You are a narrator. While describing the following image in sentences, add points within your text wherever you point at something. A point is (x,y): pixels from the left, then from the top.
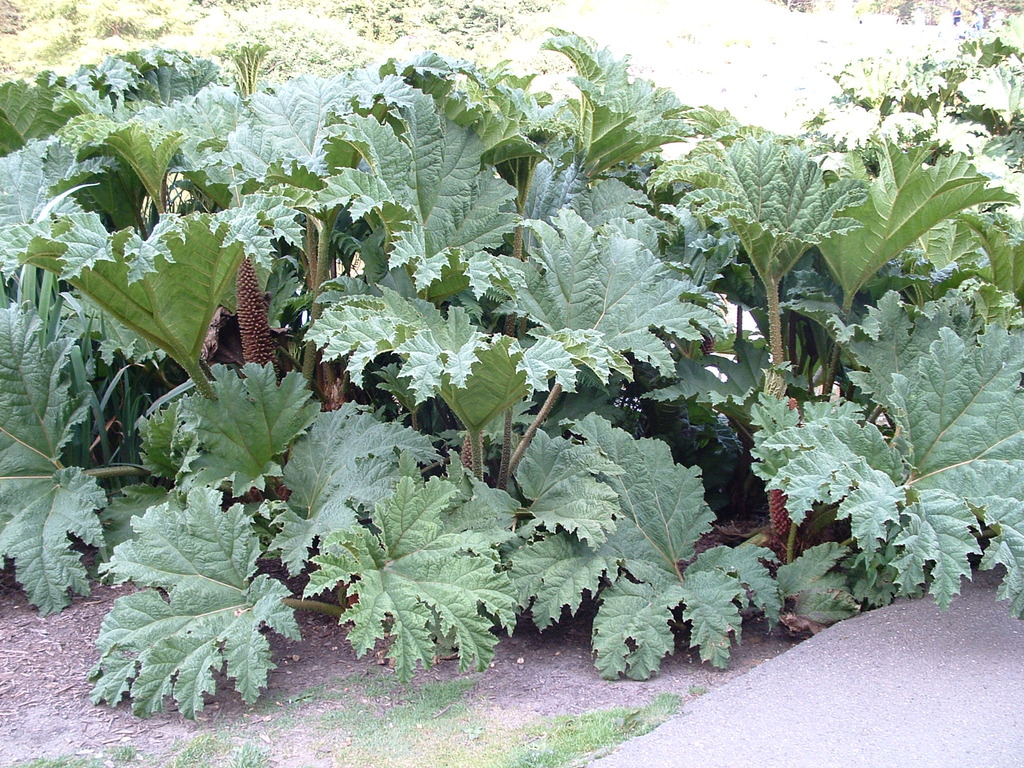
In the picture I can see the trees (999,413). It is looking like a soil (777,640) on the bottom left side (280,721).
